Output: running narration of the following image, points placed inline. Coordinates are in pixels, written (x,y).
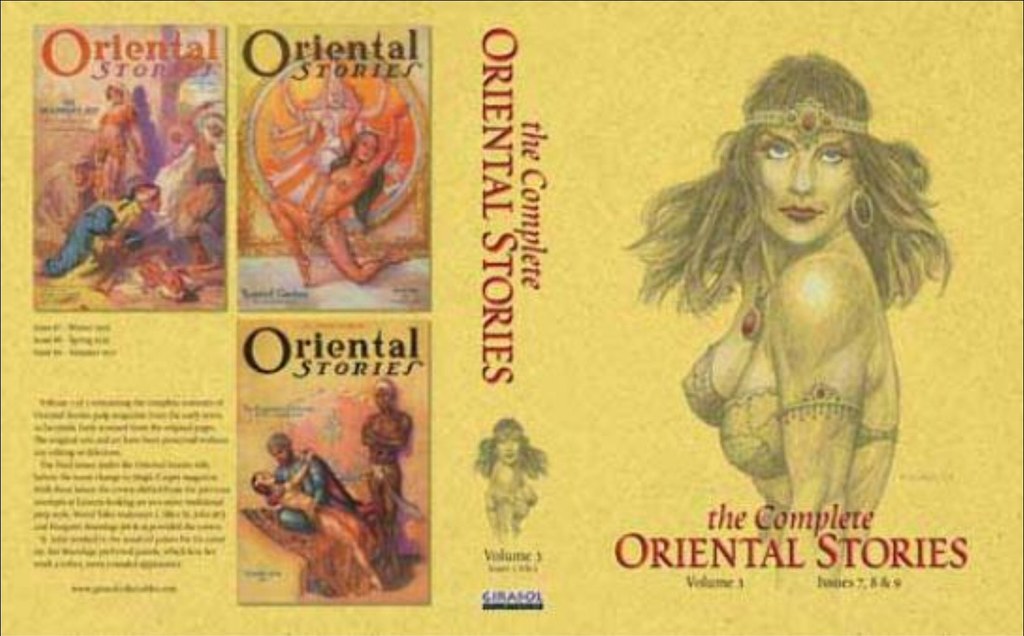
The picture is a poster. On the right (770,233) there is a woman (789,420) and there is text (759,547). In the center of the picture (502,245) there is text (490,337) and a woman (520,465). On the left (194,304) there are cover photos (171,241) of books (313,490).
